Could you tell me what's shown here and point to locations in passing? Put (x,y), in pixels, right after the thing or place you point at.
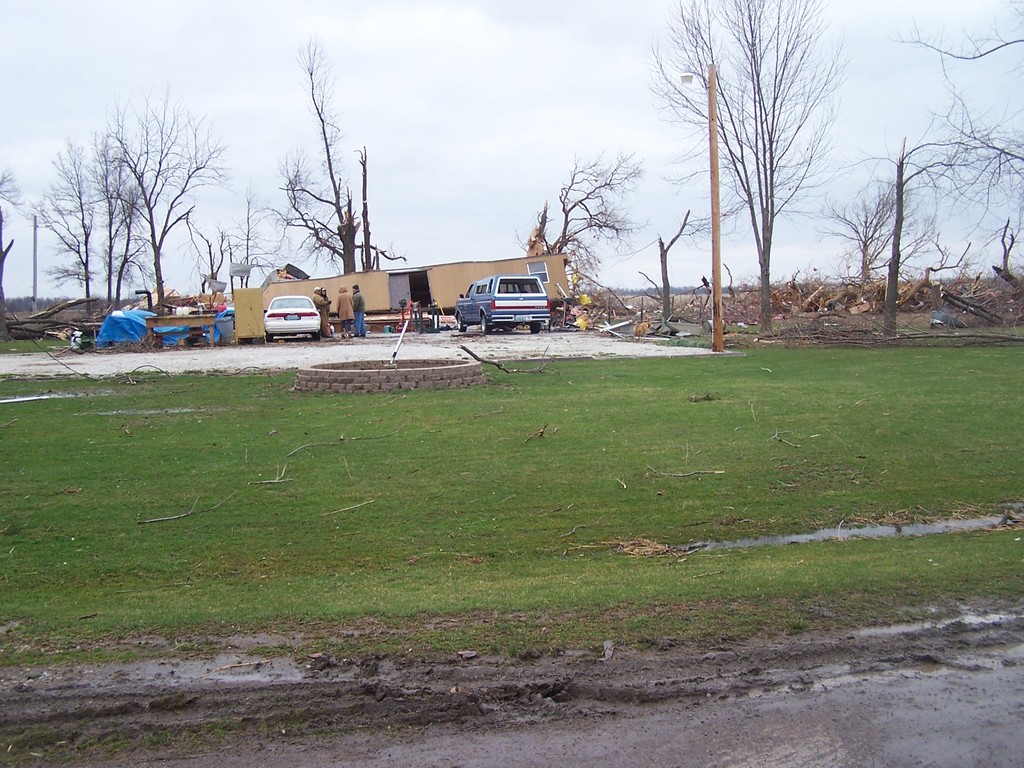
In this image I can see few vehicles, dry trees (56,328), few people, wooden sticks (71,325), table (156,321), green grass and few objects (392,326) on the ground (738,351). The sky (569,151) is in white and blue color.
